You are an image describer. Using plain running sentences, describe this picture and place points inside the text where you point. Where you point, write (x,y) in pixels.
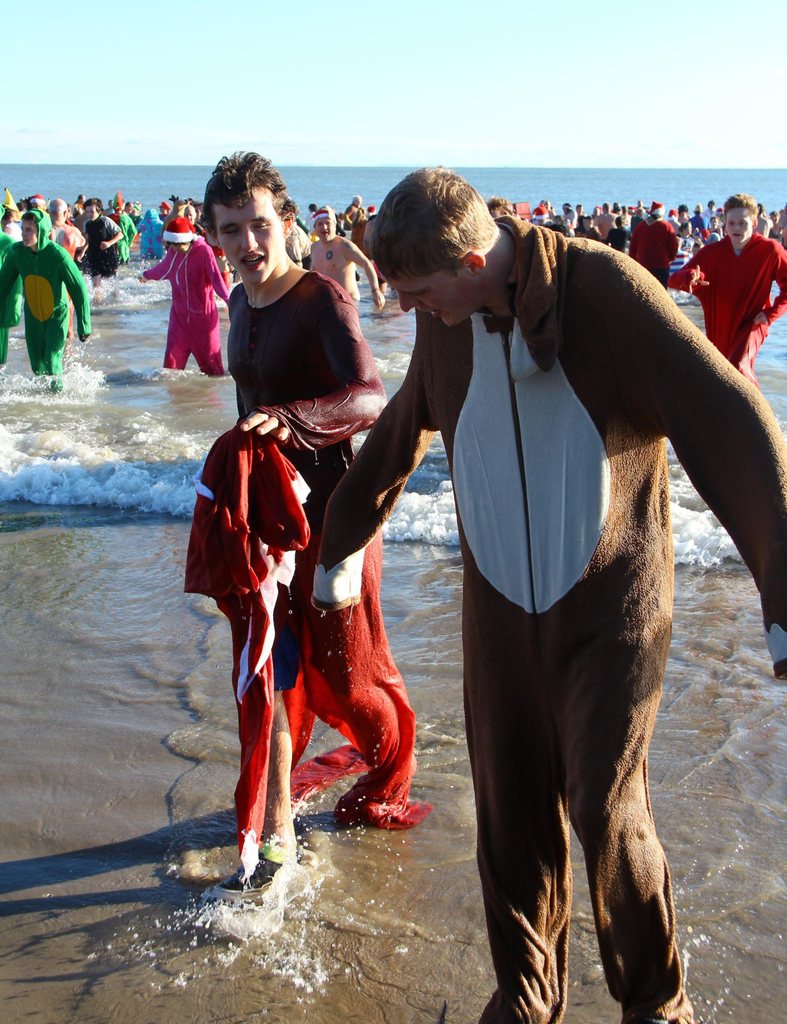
In this image I can see the group of people (333,339) with different color dresses (583,381). I can see these people (568,666) are in the water (109,369). In the background (371,128) I can see the sky (437,121).
